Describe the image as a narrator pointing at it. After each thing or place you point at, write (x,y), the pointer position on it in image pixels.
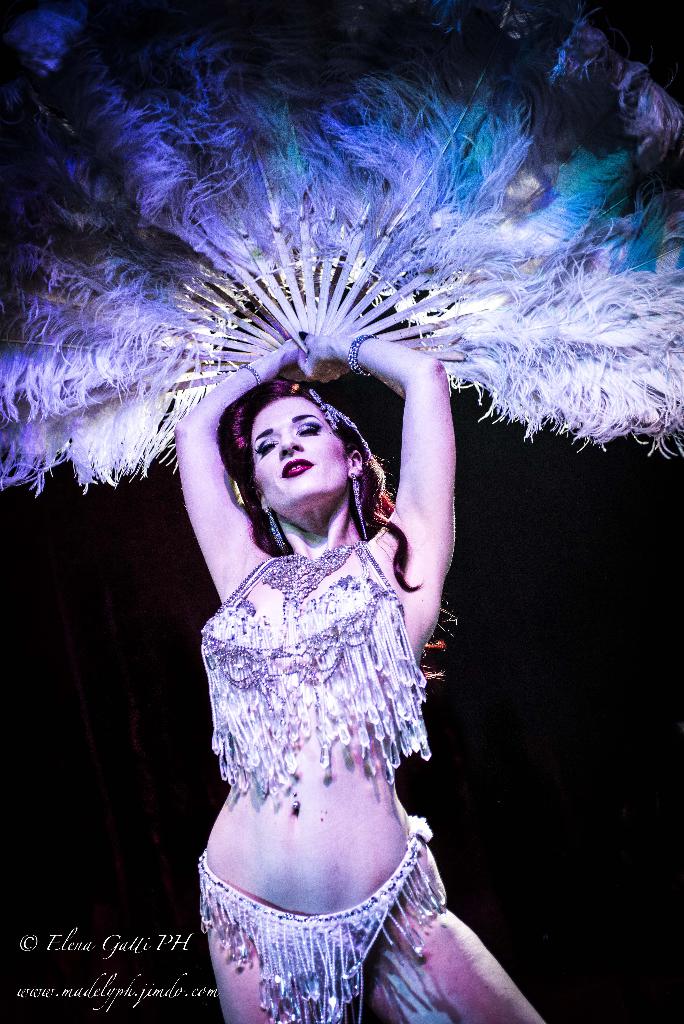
In this picture we can see a woman (277,857) is standing and she is holding a feather hand fan (397,188). Behind the woman (260,679) there is the dark background (18,600). On the image there is a watermark (139,945).
